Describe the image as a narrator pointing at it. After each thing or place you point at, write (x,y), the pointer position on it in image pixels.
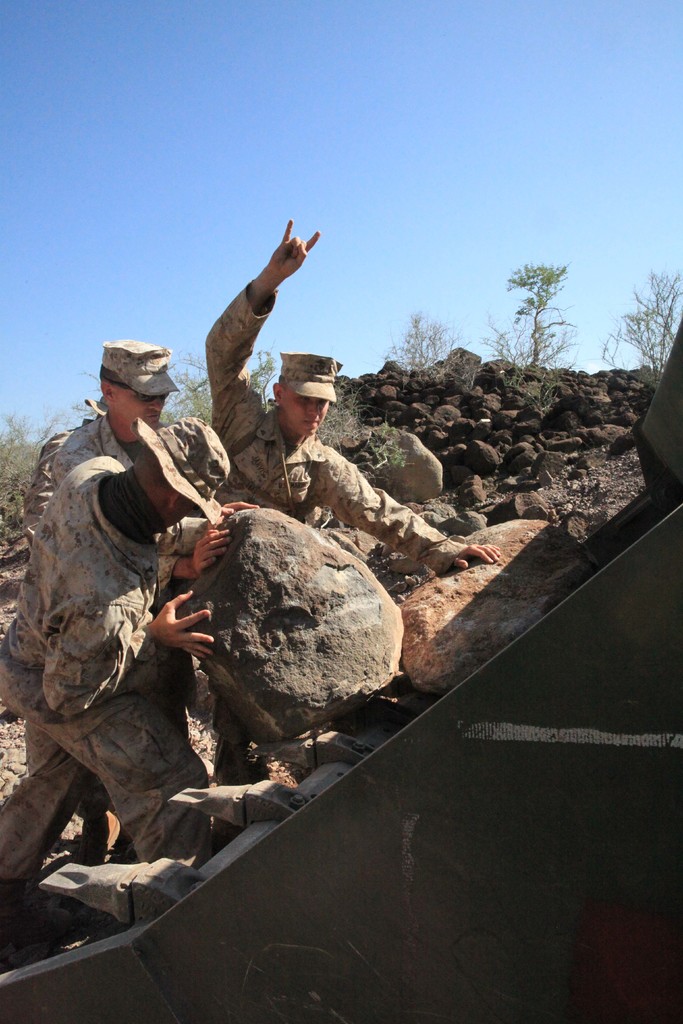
This image consists of three persons (387,500) wearing caps (176,477) are pushing a rock (248,588). In the background (369,432), we can see small plants (544,393). At the top (159,121), there is sky (115,99).
